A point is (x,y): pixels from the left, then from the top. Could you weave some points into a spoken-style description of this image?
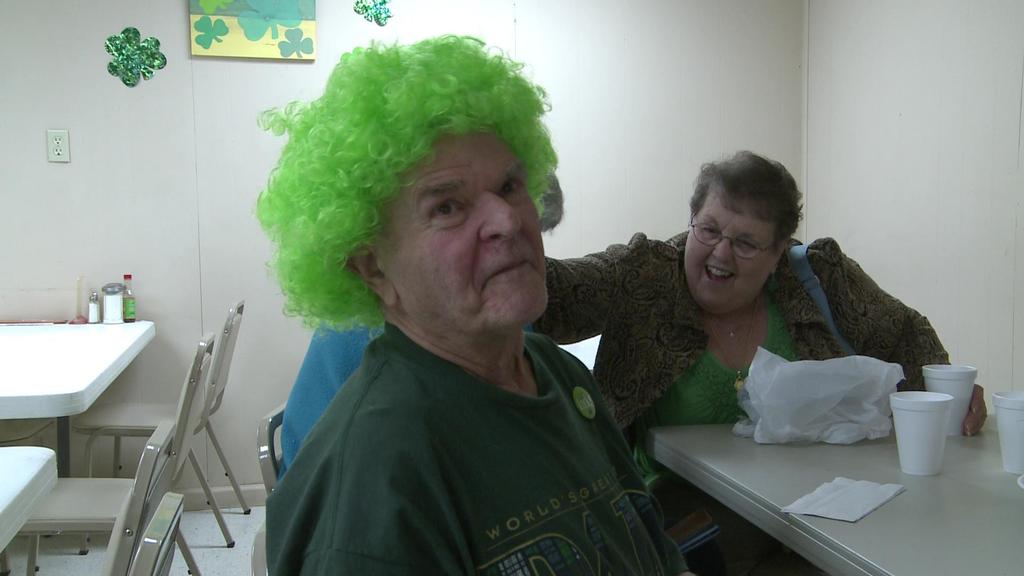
In the picture there is a room (681,230) in that room (835,230) a woman (663,314) and a man (494,478) sitting in a chair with table (774,459) in front of them on the table (850,471) there are many cups (935,427) and a polythene cover (880,420) in that room (189,317) there are many table (122,350) and chairs (145,455) on the wall (189,90) there is a frame (227,36).
